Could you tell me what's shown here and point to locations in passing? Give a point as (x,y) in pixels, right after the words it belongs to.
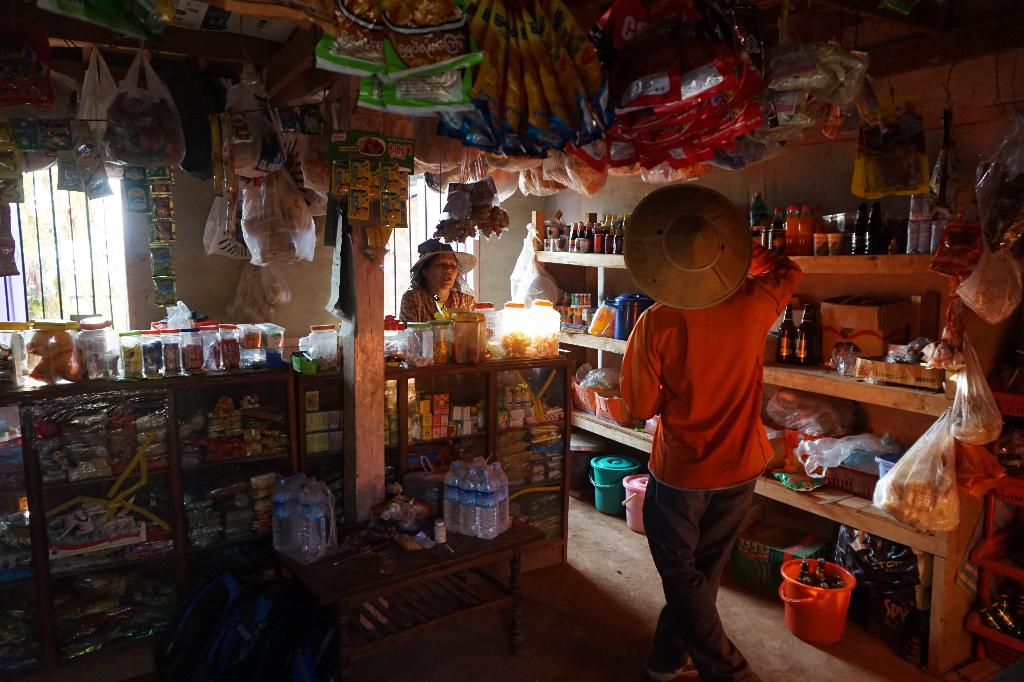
In this picture, we can see two people (456,290) are standing on the floor (583,523) and in front of the people (676,493) there is a table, bottles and other items (548,411). On the right side of the people (787,272) there are racks (837,263) and in the racks (820,256) there are glass bottles (821,584), cardboard box (860,311), polythene bags (803,451), buckets (604,489) and other items (787,483). Behind the person (456,272) there is a wall (204,276) with windows (393,253).
